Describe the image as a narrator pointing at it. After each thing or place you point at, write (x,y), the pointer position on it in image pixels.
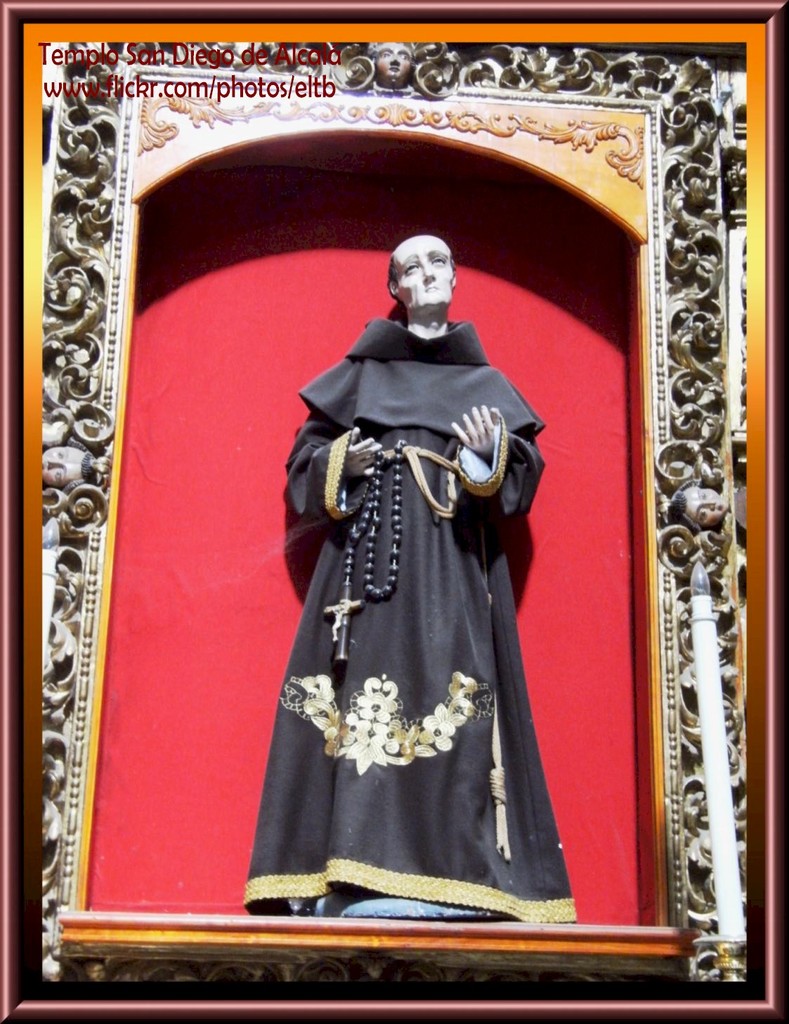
In this image we can see a photo frame (13,773) and a sculpture (351,582) in it.
